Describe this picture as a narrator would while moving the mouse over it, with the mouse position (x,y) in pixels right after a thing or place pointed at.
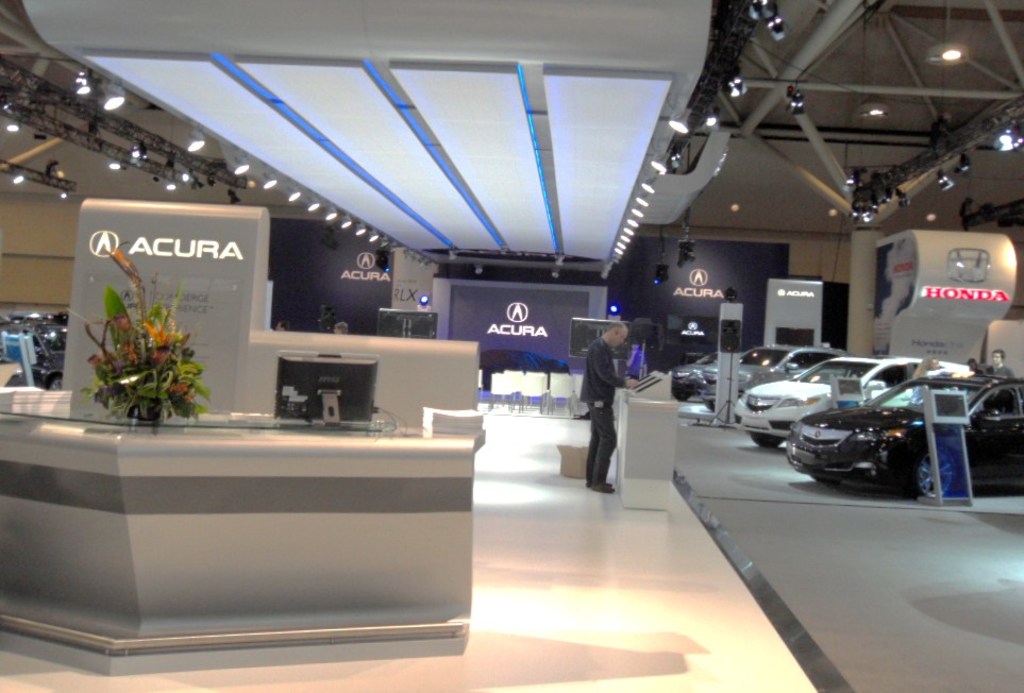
In the middle of the image (668,427) there are some tables (164,418), on the tables (164,418) there are some screens (287,421) and plants (91,337) and a man (588,377) is standing. Behind him there are some chairs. On the right side of the image (1008,486) there are some vehicles (1021,379). Behind the vehicles (950,379) a man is standing. At the top of the image (768,197) there is roof (379,35) and lights (110,105).
